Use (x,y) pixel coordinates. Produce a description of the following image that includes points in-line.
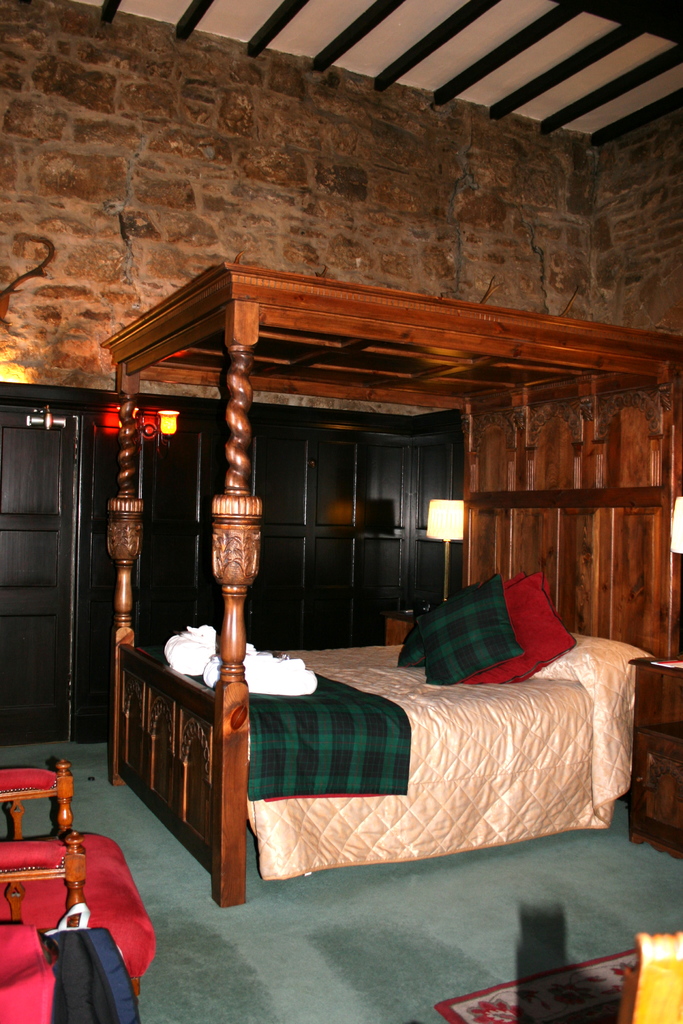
This image consists of a bed (195,698) on which there are pillows (575,643) and blankets (429,746). At the bottom (392,975), there is a floor (281,982). On the left (21,830), there are sofas (32,857). At the top (393,32), we can see a roof (547,88). In the background (186,486), there is a door (46,485) along with the wall (219,225).
